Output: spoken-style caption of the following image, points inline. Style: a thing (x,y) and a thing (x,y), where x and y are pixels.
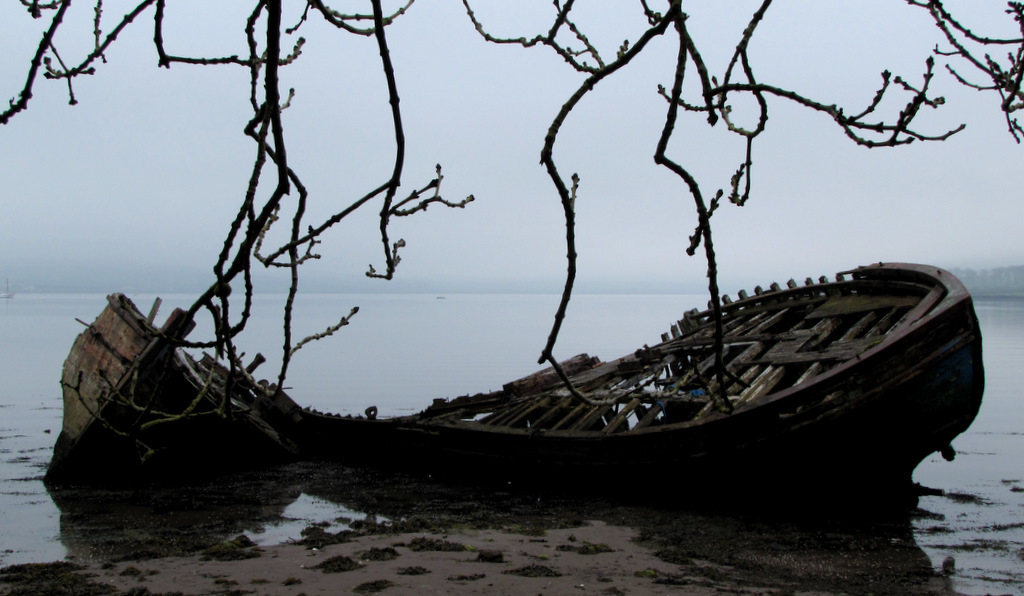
We can see a boat (735,452) on the water (292,535) and we can see stems (901,127). In the background (489,188) we can see sky (447,235).
